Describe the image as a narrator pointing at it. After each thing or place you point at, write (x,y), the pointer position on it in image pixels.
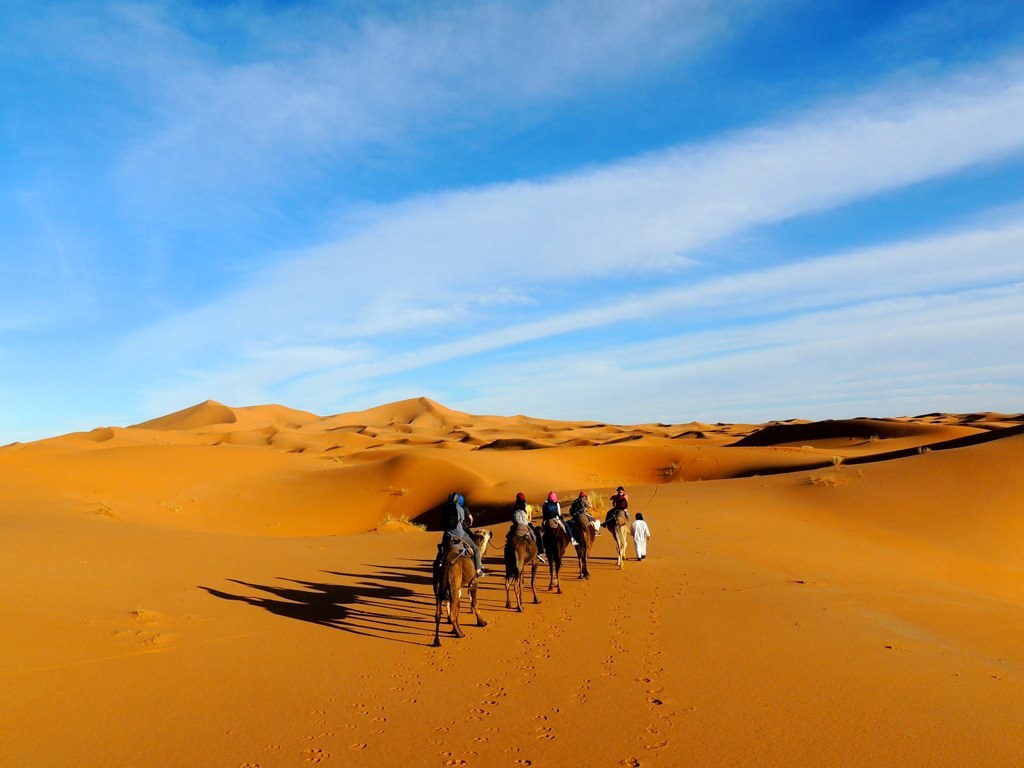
In this image there is a desert (503,425), five people (543,559) riding camels (617,532) on the desert (571,632) and a person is walking, in the background (313,365) there is the sky (426,166).
